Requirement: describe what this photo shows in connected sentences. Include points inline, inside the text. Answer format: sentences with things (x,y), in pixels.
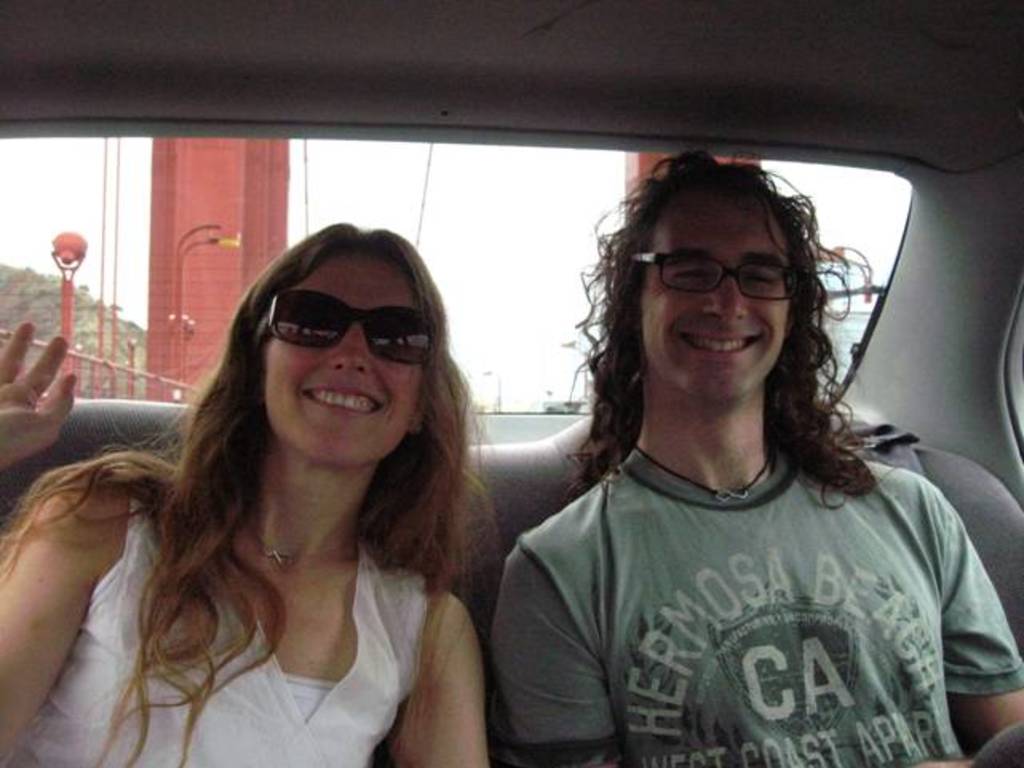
In the image we can see there are two people (562,598) who are sitting and they are wearing goggles (275,330) and spectacles (745,288). They both are smiling.
